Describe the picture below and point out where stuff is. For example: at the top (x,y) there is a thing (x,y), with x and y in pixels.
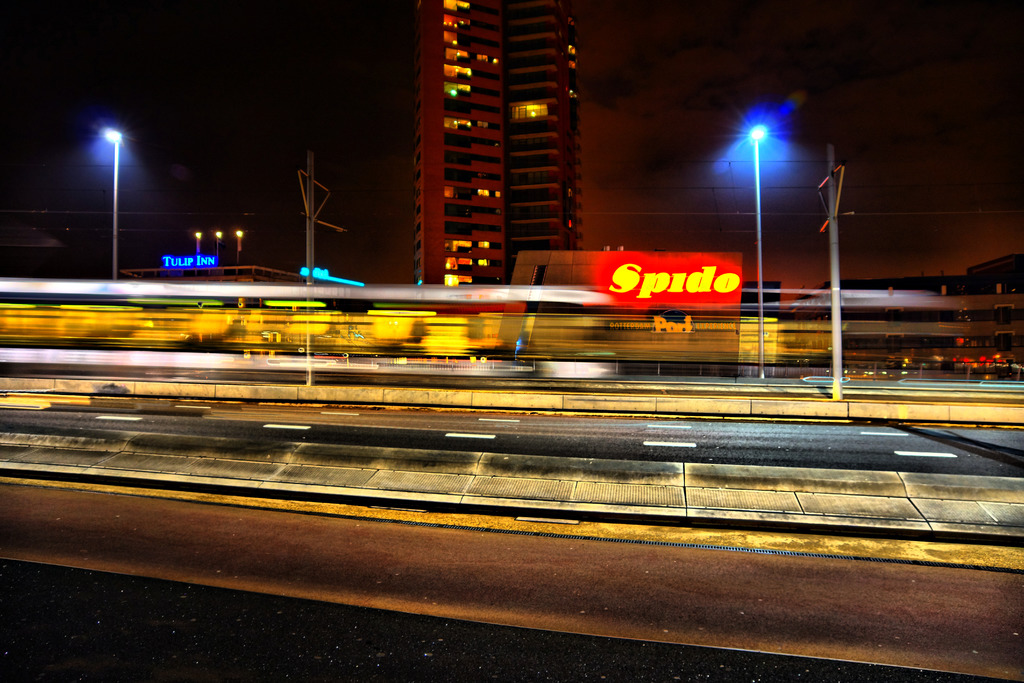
In this picture there are few buildings (477,269), street lights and wires (755,214).
